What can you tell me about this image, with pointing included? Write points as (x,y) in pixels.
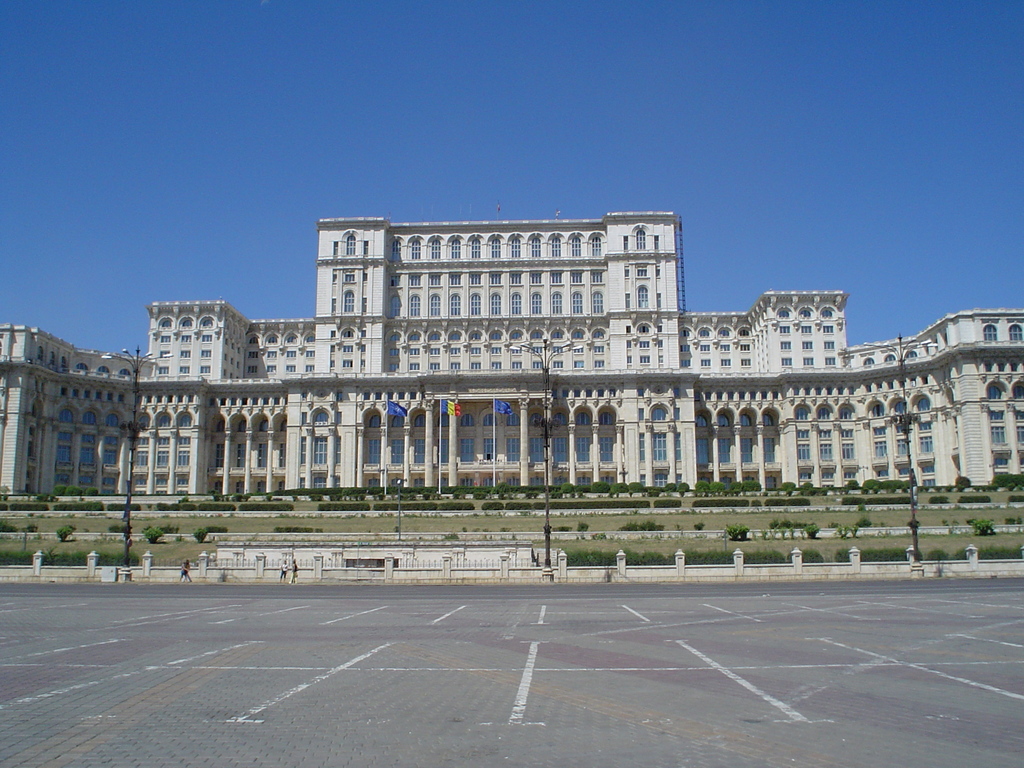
In this image we can see buildings (568,403), windows (744,419), pillars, there are light poles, flags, plants (66,490), there are a few people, also we can see the sky (694,151).
